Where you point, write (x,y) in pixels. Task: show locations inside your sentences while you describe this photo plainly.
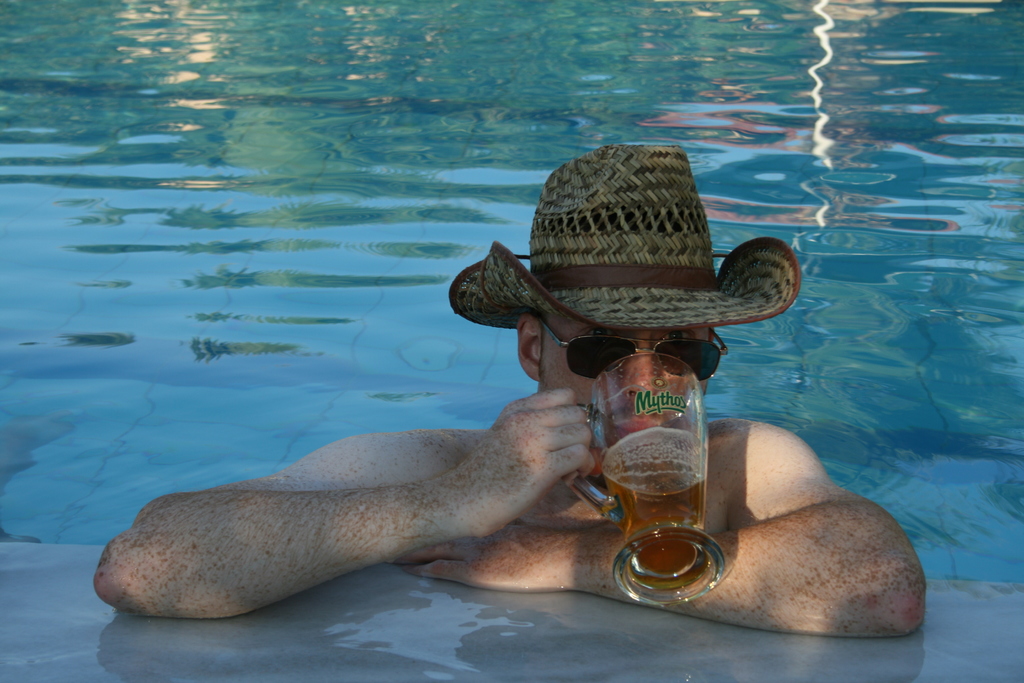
This picture shows a man (256,594) in the swimming pool (823,430) wearing a hat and sunglasses (621,336) on his face (545,336) holding a jug (651,579) of beer (650,566) and drinking.
